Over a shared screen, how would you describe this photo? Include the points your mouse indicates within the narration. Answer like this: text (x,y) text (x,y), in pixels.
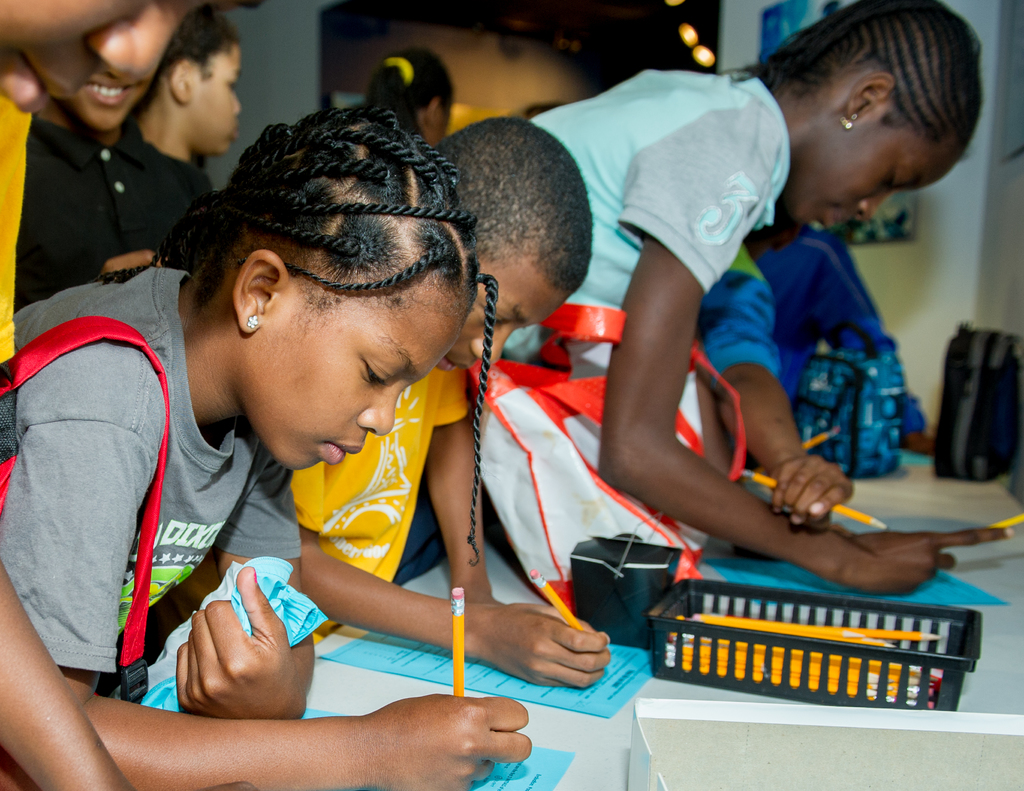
In this image there are group of people (136,378) holding pencils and writing some thing on the papers (926,457), and there are bags (991,386), box (606,601), pencils (706,654) in a tray (720,600), and in the background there are lights (704,61) and frames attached to the wall (979,282).
